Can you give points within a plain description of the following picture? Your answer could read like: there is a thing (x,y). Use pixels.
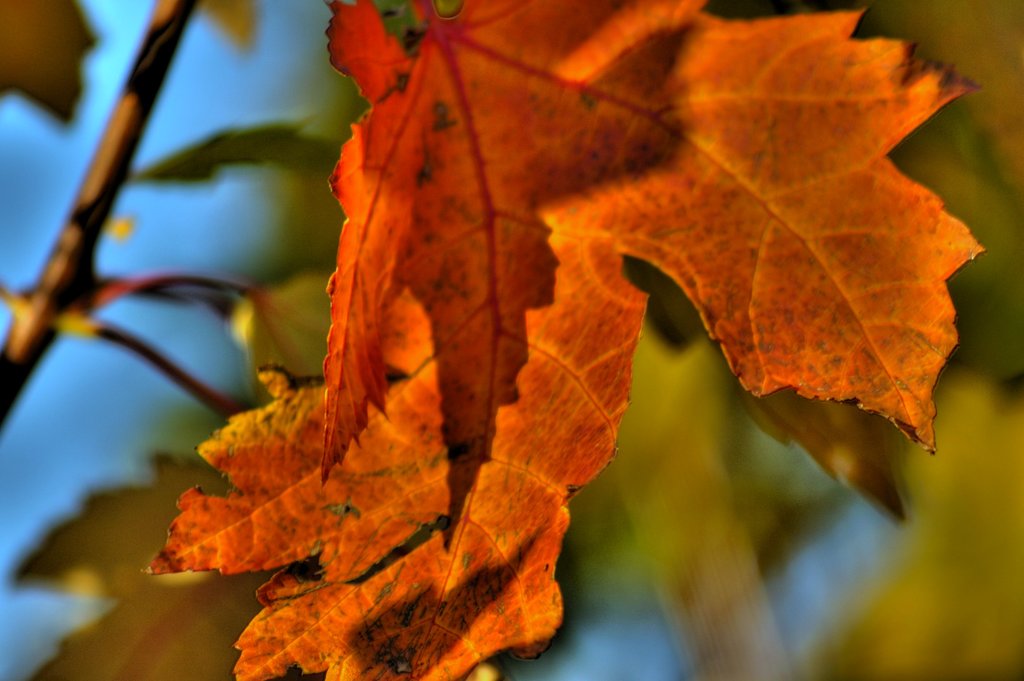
This image consists of leaves (518,346) of a tree (522,312). They are in orange color.
